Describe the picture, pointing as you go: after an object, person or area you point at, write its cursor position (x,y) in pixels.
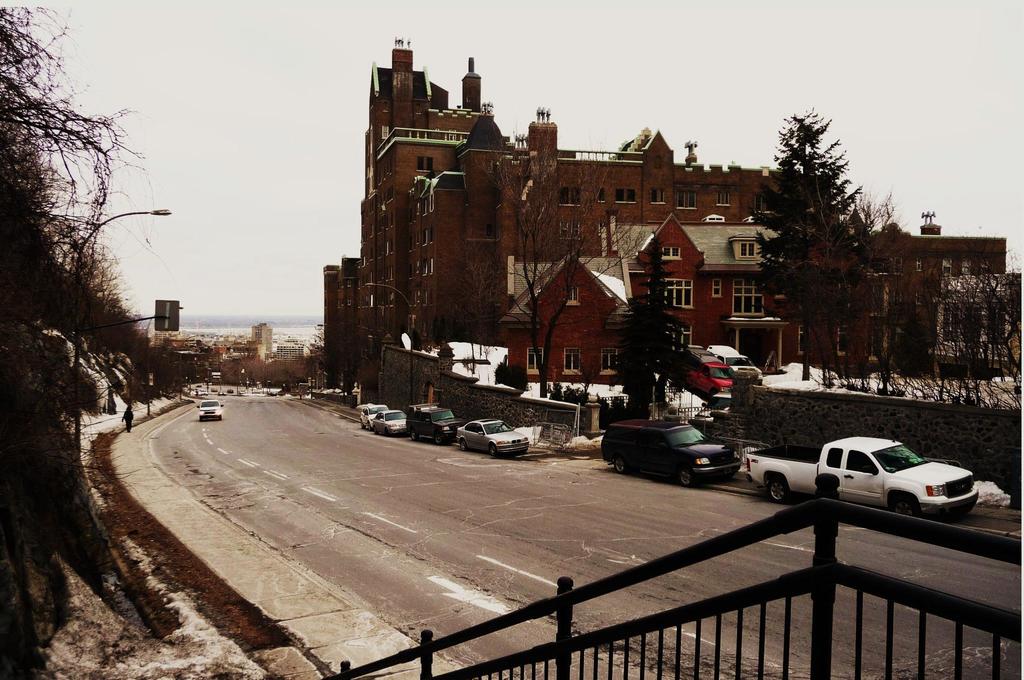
In this image I see the road (401,450) and I see vehicles (366,427) and I see the railing (425,674) over here. In the background (857,273) I see number of trees (842,258) and I see number of buildings (575,195) and I see few poles (132,320) and I see the sky (955,198).
